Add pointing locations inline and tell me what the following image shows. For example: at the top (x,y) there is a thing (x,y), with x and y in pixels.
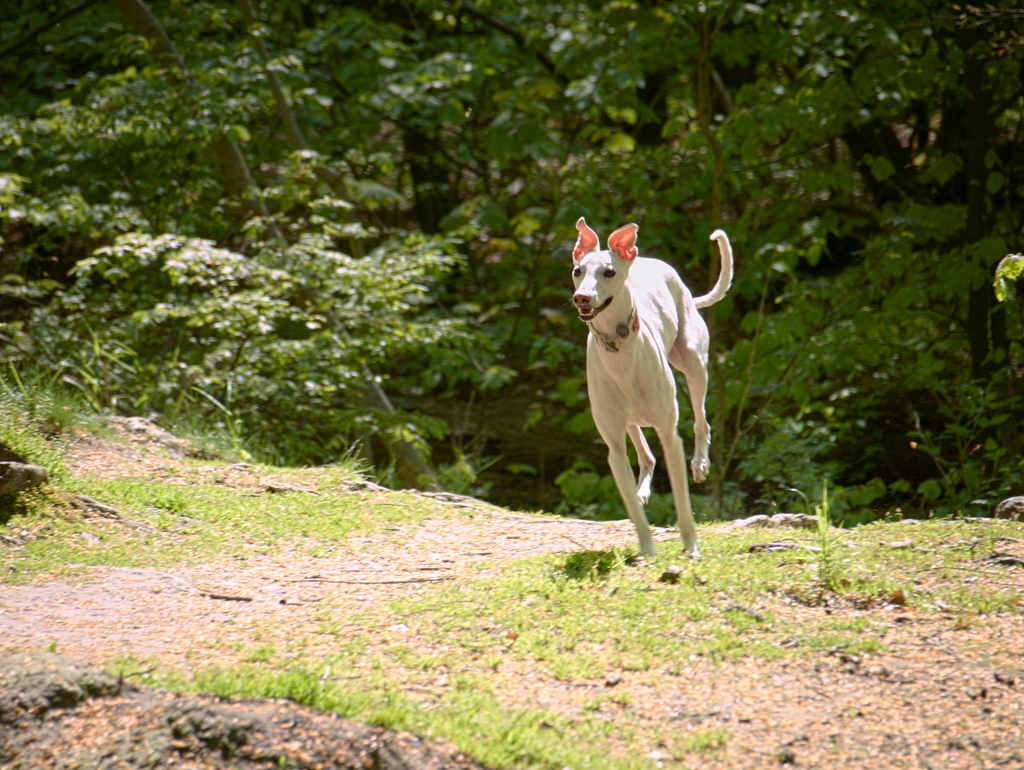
In the center of the image (620,436), we can see a dog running on the ground (522,527) and in the background (411,195), there are trees (571,159).
